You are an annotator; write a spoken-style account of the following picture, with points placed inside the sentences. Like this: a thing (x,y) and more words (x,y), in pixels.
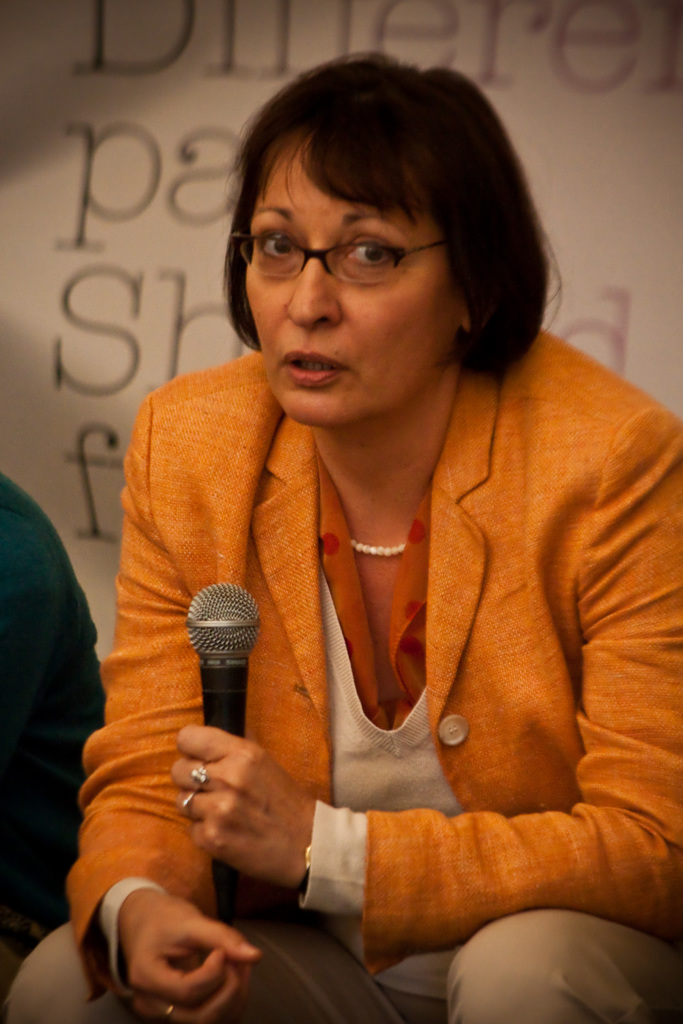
In this image we can see a woman (502,487) sitting holding a mic (216,723). On the backside (115,216) we can see some text (138,343).
